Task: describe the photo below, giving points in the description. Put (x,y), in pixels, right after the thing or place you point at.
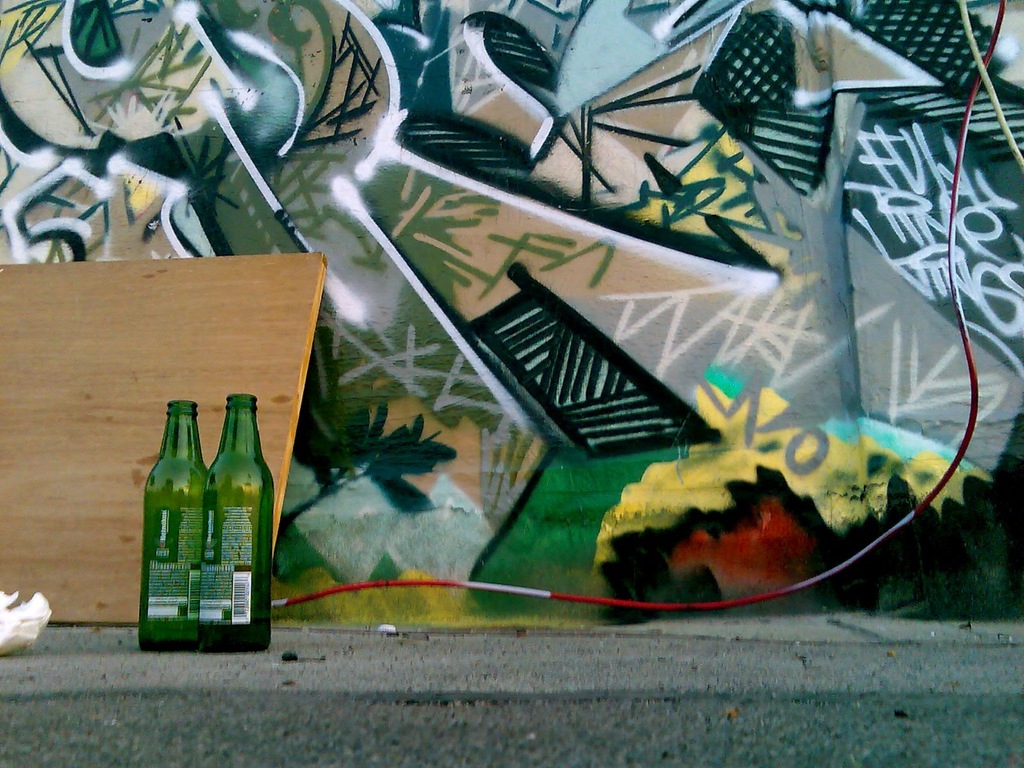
In the image we can see there are two beer bottles (161,574) kept on the road (220,715).
